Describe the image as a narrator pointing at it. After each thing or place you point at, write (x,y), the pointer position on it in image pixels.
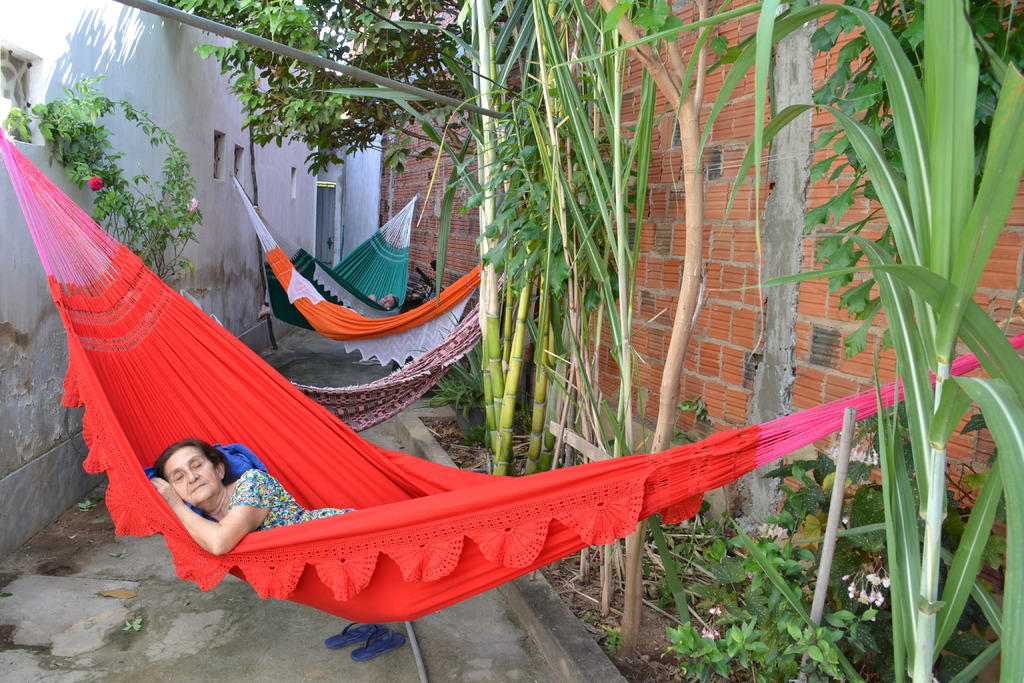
In this picture we can see swings (444,516) and people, here we can see a footwear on the ground (620,606) and in the background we can see houses (29,502), trees (631,614) and flowers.
